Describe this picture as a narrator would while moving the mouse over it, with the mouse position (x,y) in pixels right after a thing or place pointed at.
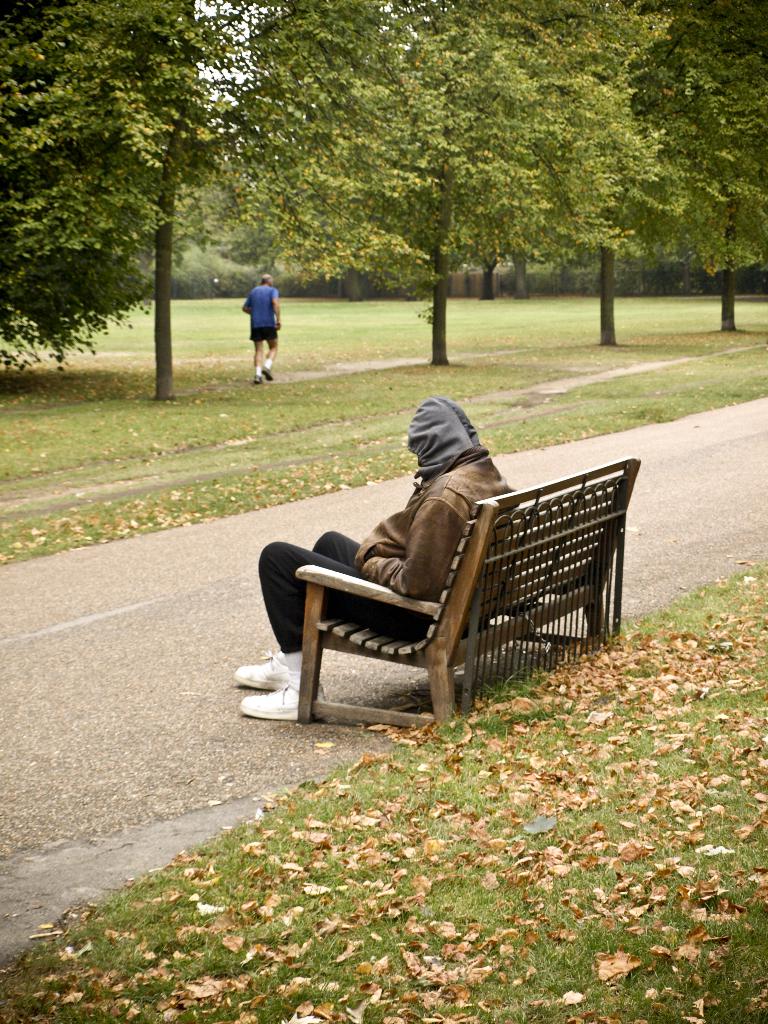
A person (449,528) is sitting on a bench (374,589). Background (401,332) there are trees (600,131), grass (463,384) and person (270,332). On this grass (479,892) there are dried leaves (418,889).
